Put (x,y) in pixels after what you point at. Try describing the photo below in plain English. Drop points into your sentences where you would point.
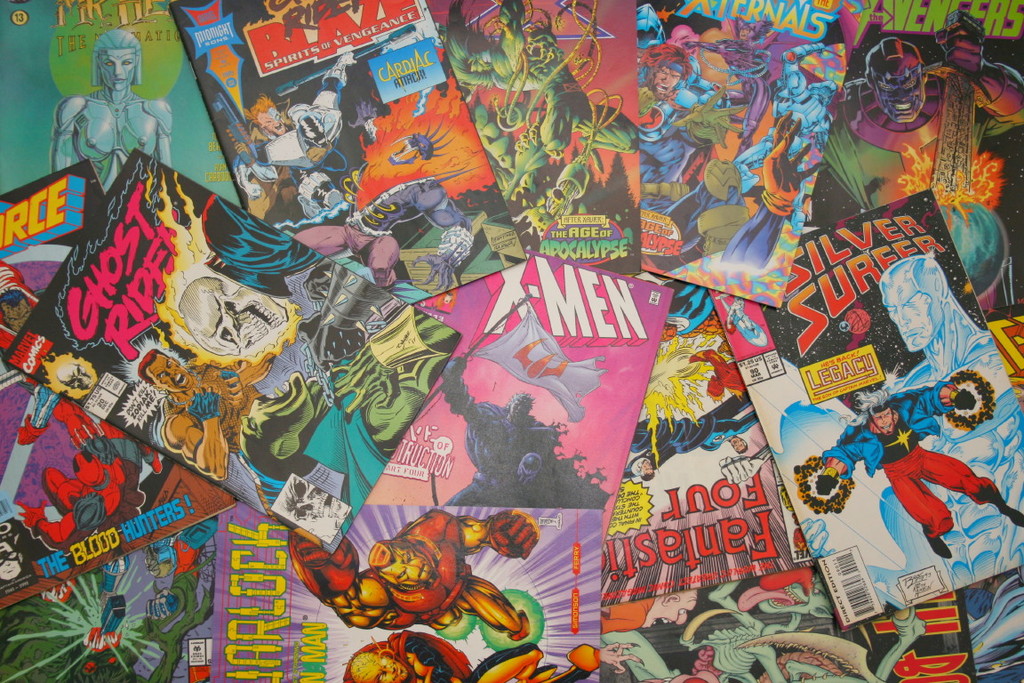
In this image we can see comic books (471,345).
